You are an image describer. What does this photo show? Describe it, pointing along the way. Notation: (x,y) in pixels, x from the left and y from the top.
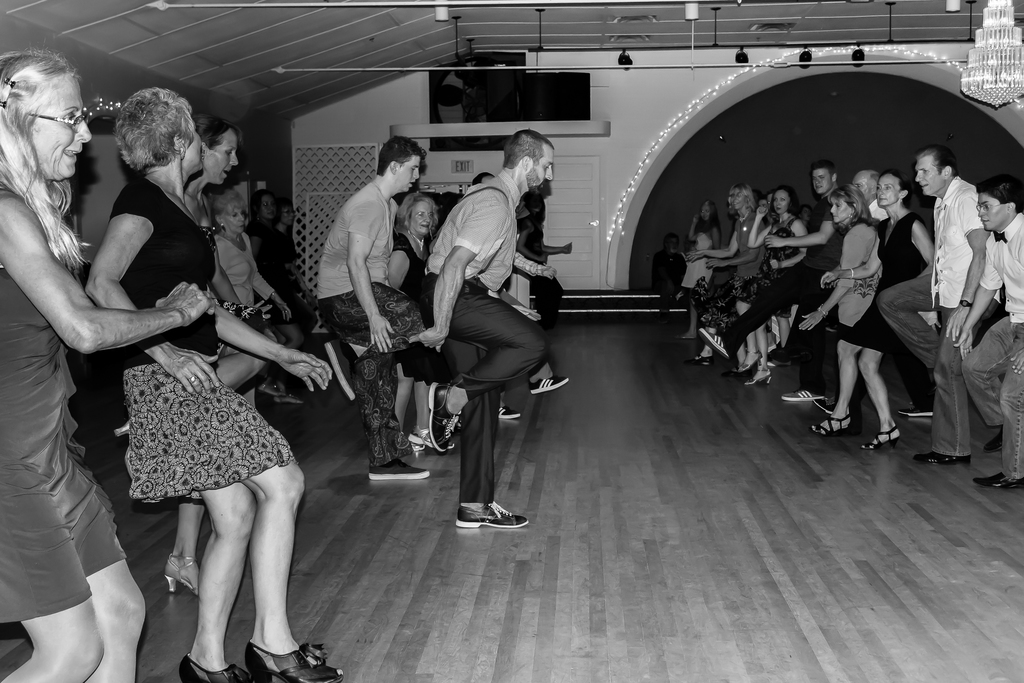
In this image, we can see a group of people (53,256). Few (887,253) are performing on the wooden surface (675,365). Background (753,68) we can see wall (763,90), lights (742,53), few objects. Top of the image (458,49), we can see rods (898,62). On the right side of the image (996,59), we can see the chandelier (1011,64). Here we can see a person (663,291) is sitting.
